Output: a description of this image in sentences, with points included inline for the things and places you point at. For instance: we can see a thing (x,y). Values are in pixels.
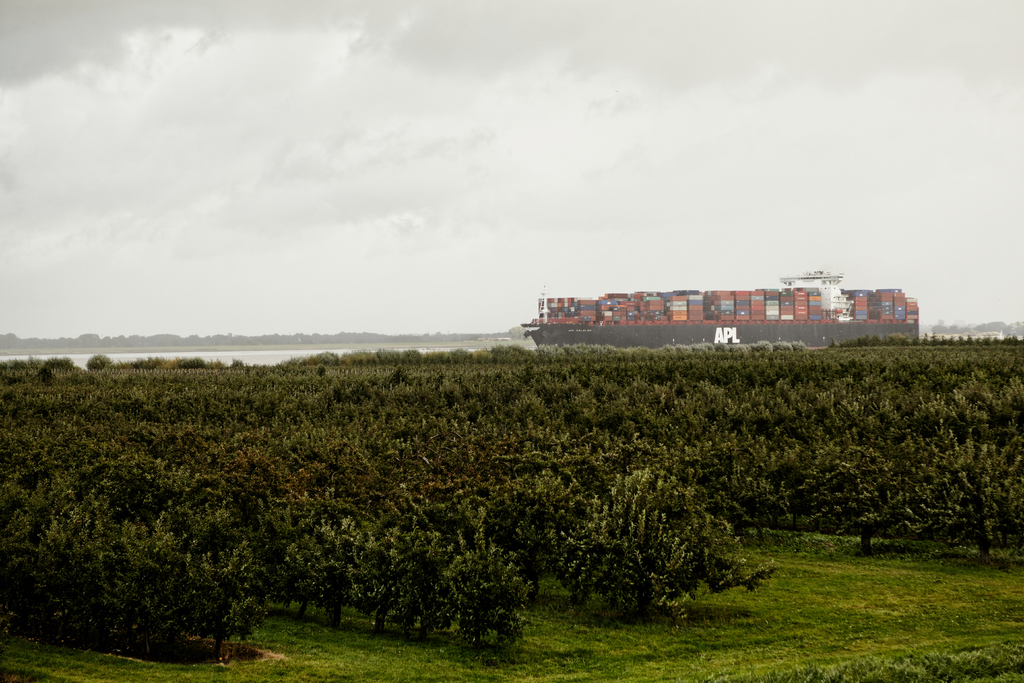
In the picture we can see a grass surface (428,644) on it, we can see, full of trees (1012,493) and behind it, we can see water (20,357) and in it we can see a ship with full of goods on it and behind it we can see trees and sky (609,240) with clouds (648,214).
